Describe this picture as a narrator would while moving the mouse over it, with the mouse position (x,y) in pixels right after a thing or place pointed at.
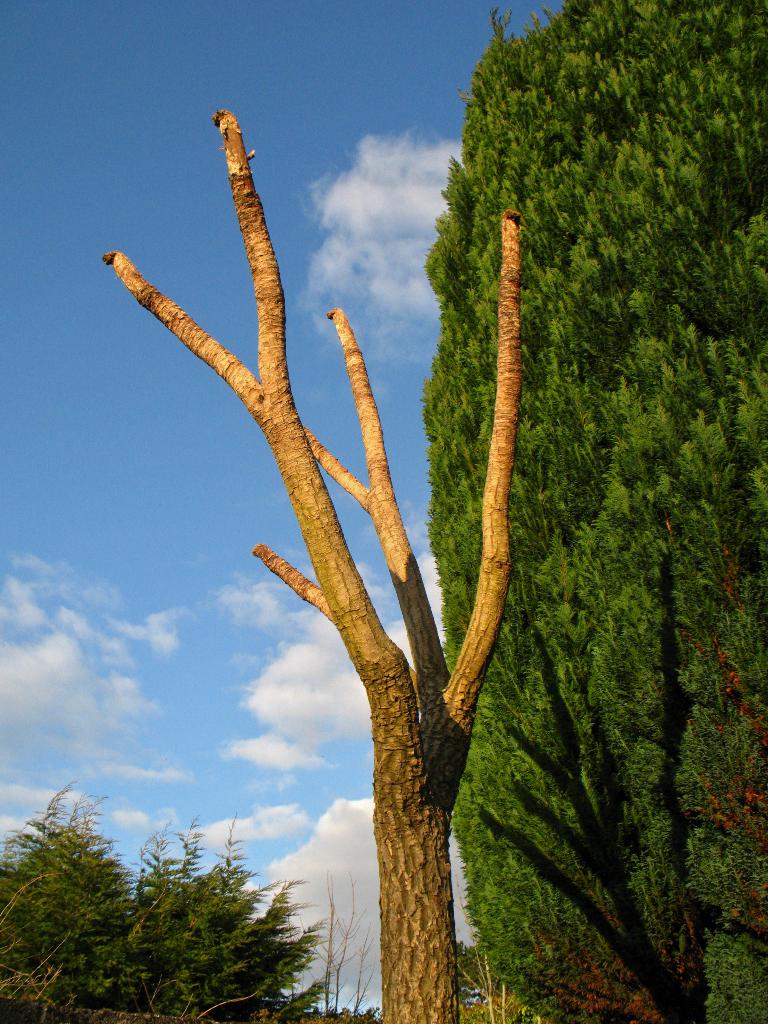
Here we can see trees (658,677). In the background (381,576) there is sky (244,605) with clouds (367,295).
